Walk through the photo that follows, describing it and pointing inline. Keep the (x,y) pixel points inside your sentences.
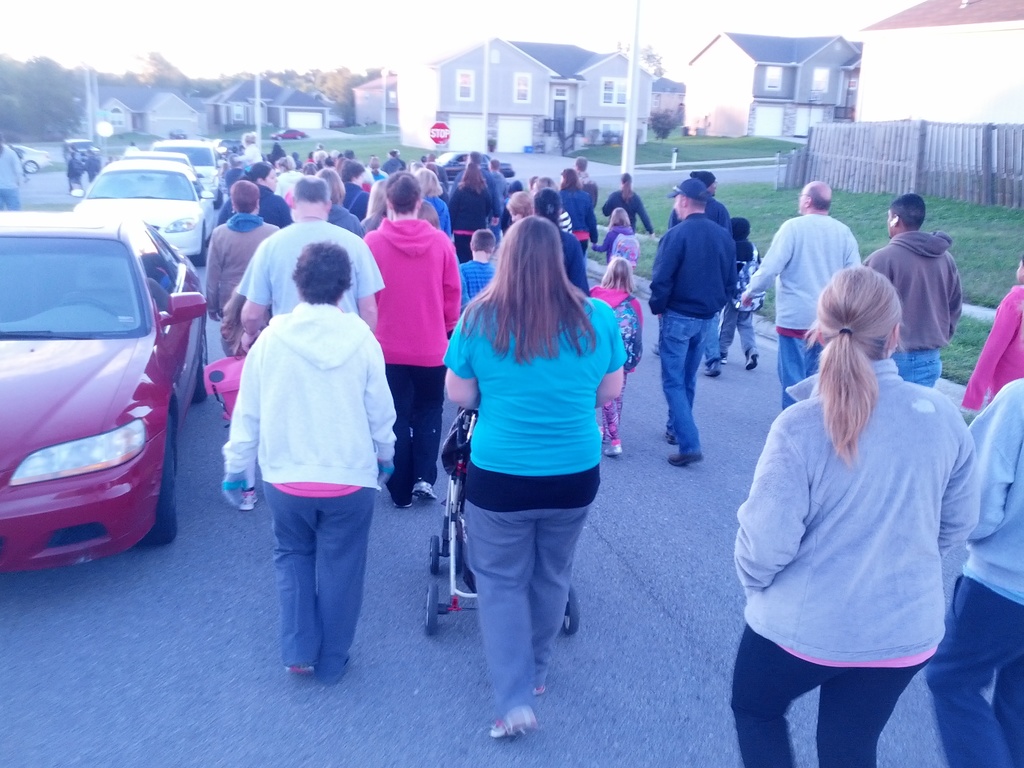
In the image there are a lot of people (686,263) walking on the road (723,461) and on the left side (86,243) there are vehicles (120,215), around the road (727,479) there are houses (452,97) and trees (43,83).
